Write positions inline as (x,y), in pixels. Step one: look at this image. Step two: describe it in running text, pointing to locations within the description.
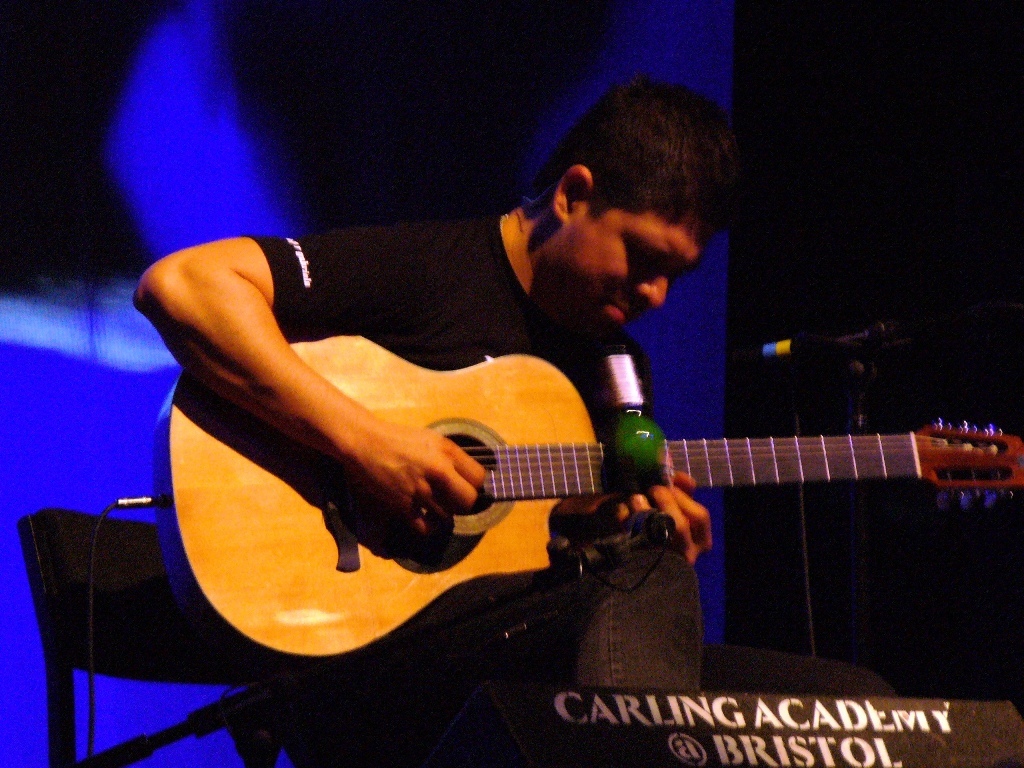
In this image there is a person (600,344) wearing black color T-shirt (580,356) playing guitar (561,456) and there is a microphone (795,357) in front of him.
